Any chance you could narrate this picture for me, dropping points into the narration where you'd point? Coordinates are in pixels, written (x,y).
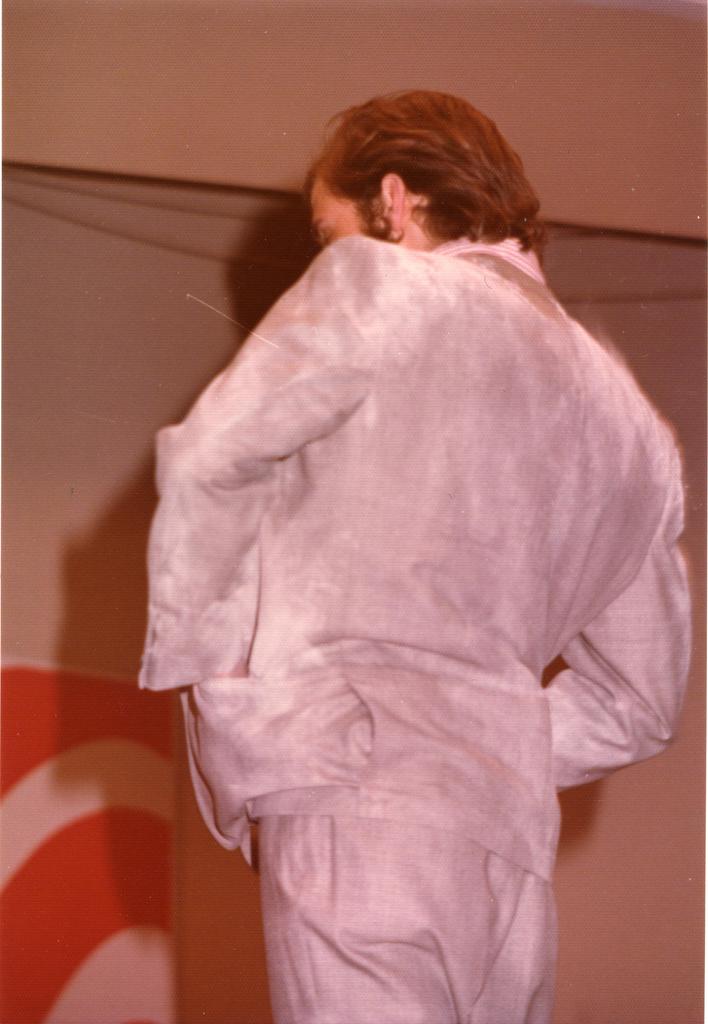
In the image there is a man (461,532) he is standing and behind the man (175,663) there is some object (115,812).
